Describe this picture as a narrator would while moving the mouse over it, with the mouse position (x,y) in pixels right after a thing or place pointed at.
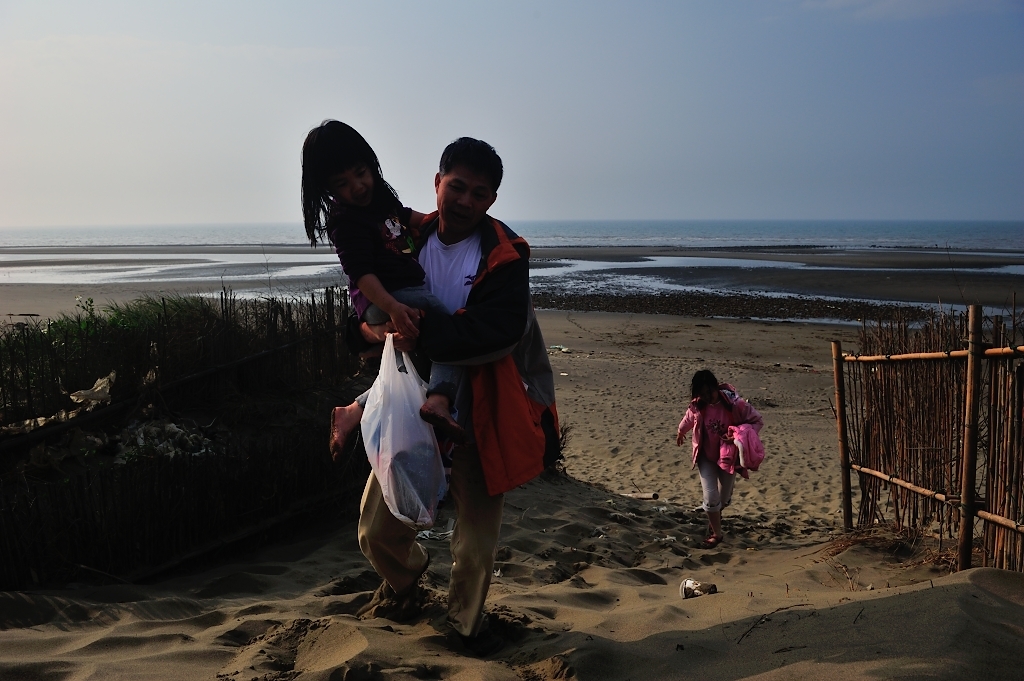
In this image in the front (474,332) there is a man (458,343) holding a baby (375,284) in his arm (437,318) and carrying a packet (402,386) is walking. In the background (722,424) there is a person (708,453) walking and on the right side (872,408) there is a fence (918,415). On the left side (210,345) there are plants (171,372) and in the background (221,258) there is water (744,264).
